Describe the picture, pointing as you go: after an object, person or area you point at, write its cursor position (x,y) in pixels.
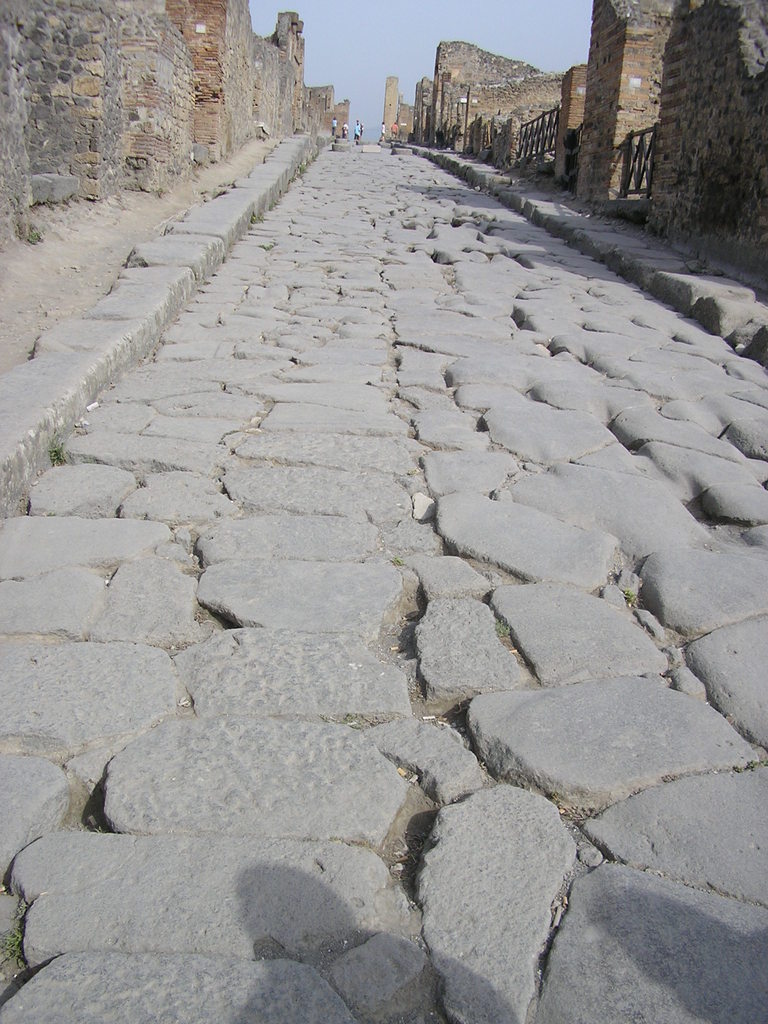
In the foreground of this image (190,634), there is a stone path (309,202). On either side, there are walls (674,64). On the right (642,135), there are few railings (529,139). In the background (361,124), there are few people (359,126) and the sky (382,44).
